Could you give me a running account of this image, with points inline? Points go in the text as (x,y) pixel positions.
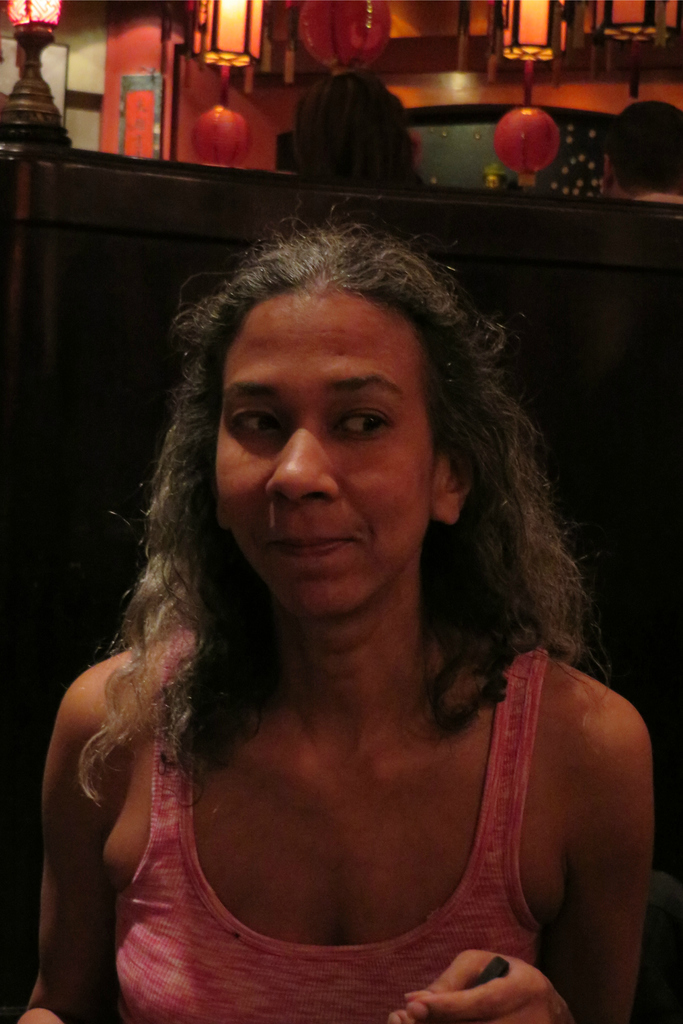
In this image there is a woman (424,791). Behind her there are heads (371,151) of two persons (406,131). In the background (178,102) there is the wall (271,107). There are lamps (239,22) and paper lanterns (544,117) hanging to the ceiling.
